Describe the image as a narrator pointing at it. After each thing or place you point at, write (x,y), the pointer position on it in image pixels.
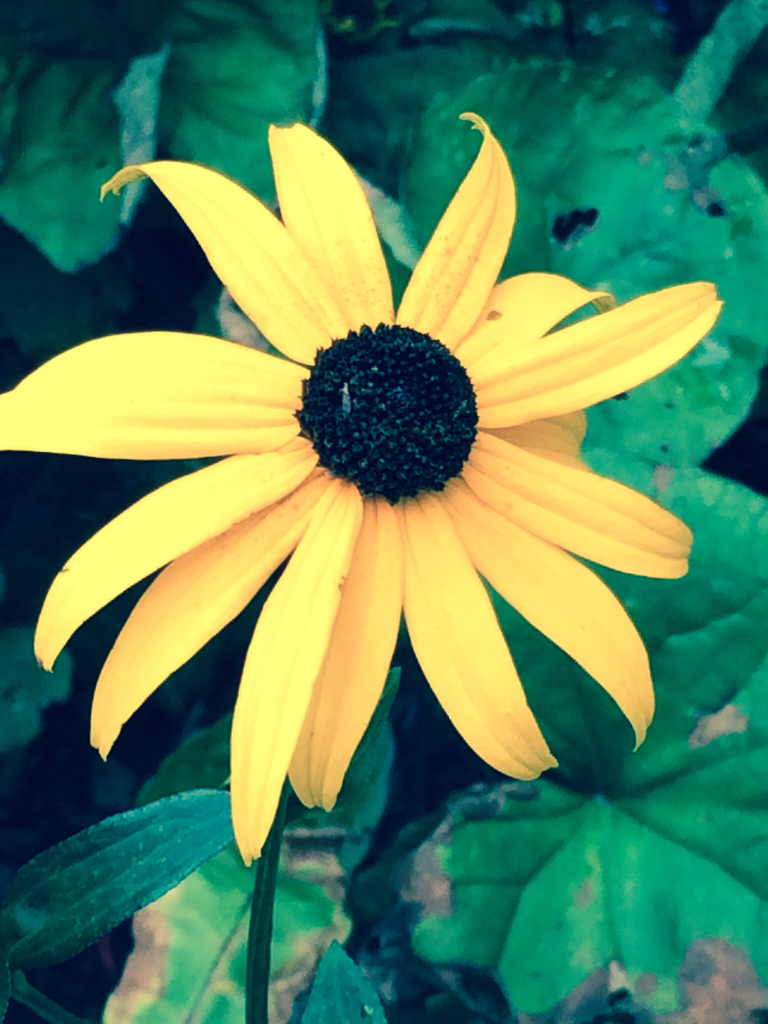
In this picture I can see flower (467,534) which have yellow petals (397,622). I can see green leaves (584,766).
